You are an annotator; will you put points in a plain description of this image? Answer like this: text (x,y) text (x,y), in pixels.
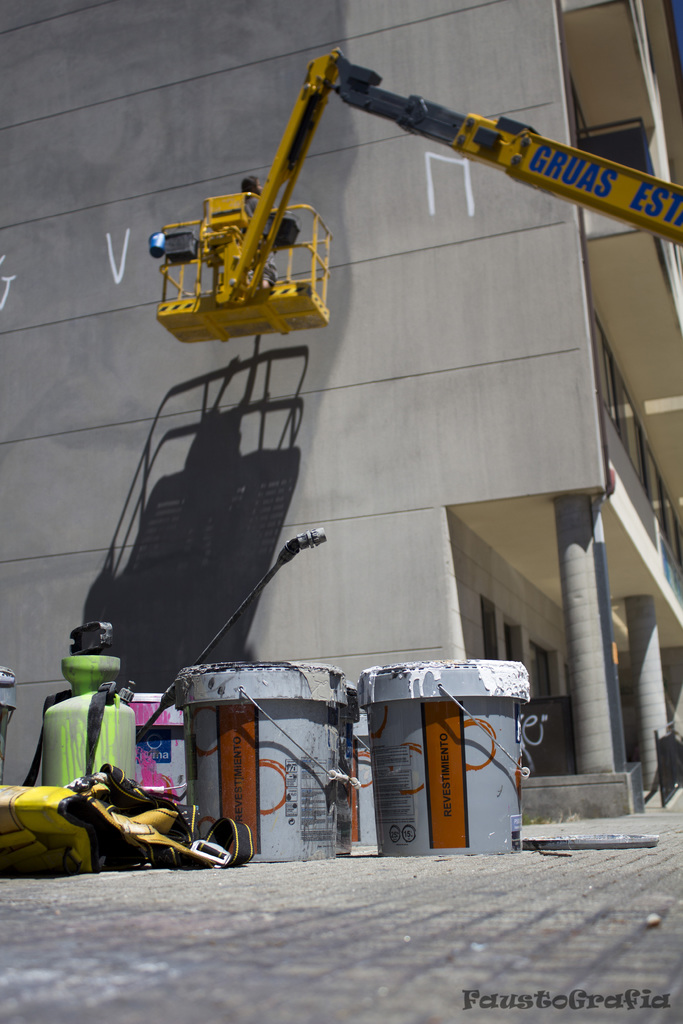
In the image we can see there are paint buckets (289,742) kept on the ground (632,856) and there is a building (231,401). There is a crane (225,219).
